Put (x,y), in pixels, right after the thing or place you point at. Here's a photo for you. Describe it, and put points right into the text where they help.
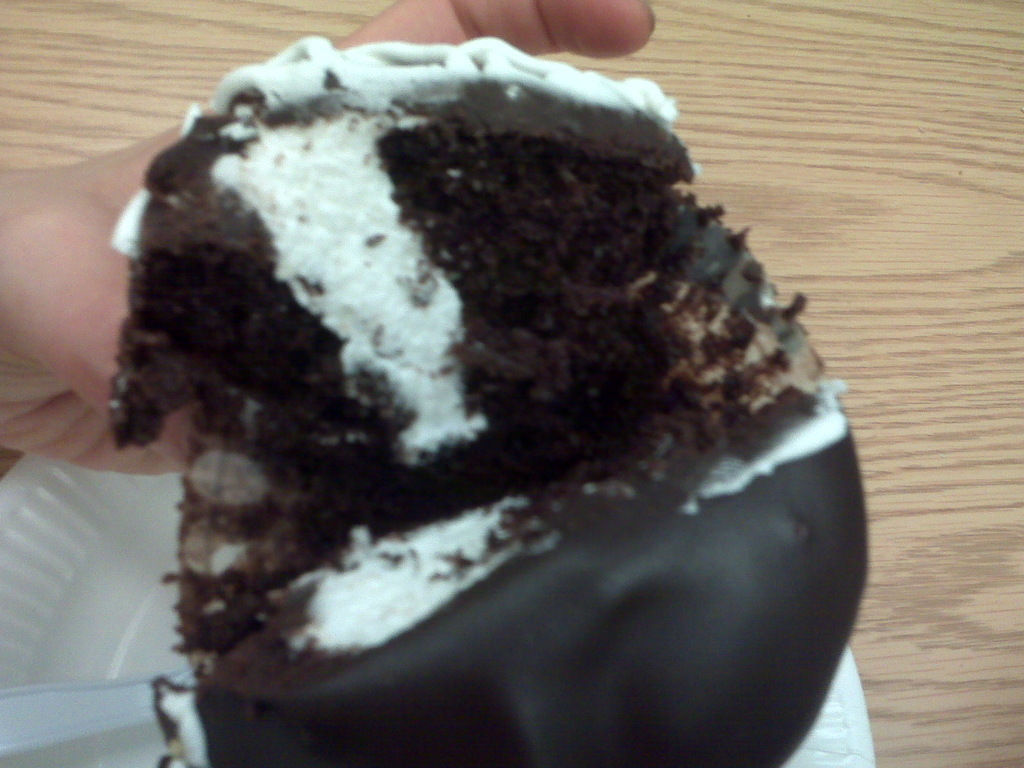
In this image there is one person's hand (30,221) is visible, and the person (75,345) is holding pastry (366,334). At the bottom (974,587) there is table (937,273), on the table (974,587) there is one plate (148,668) and in the plate (89,731) there is one spoon (56,708) and pastry (547,582).
